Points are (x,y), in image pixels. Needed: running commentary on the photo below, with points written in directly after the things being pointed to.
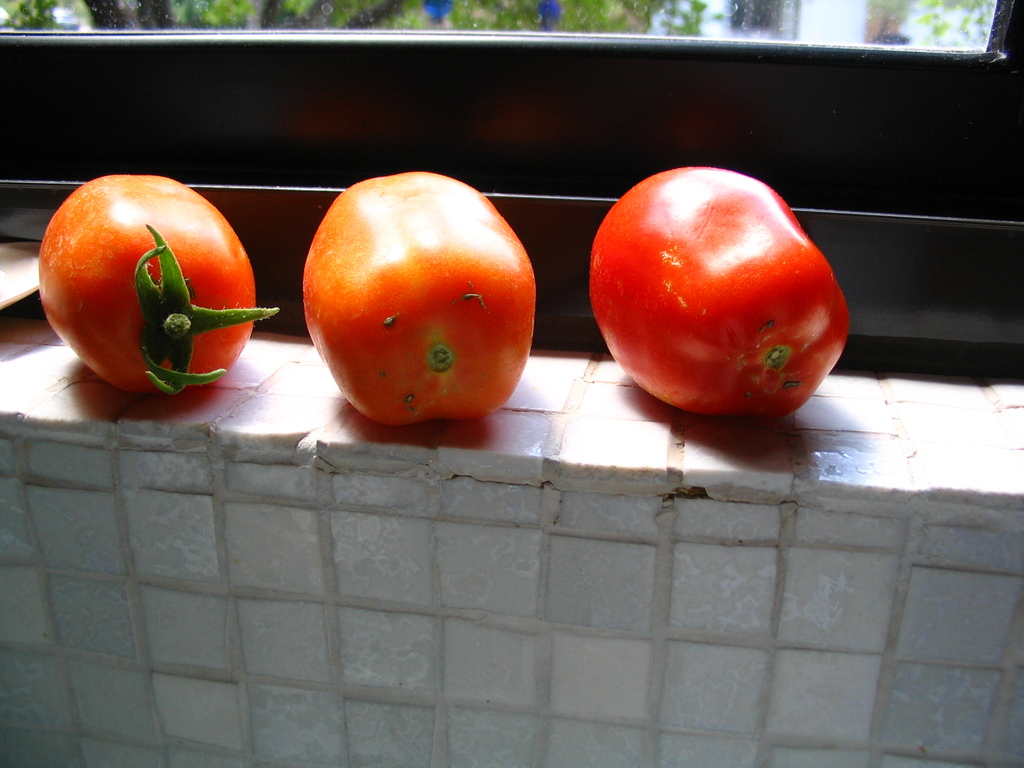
In the center of this picture (477,414) we can see the tomatoes (678,258) are placed on an object (364,433). In the background (284,69) we can see the window (868,107) and through the window (269,4) we can see the outside view (683,23).
